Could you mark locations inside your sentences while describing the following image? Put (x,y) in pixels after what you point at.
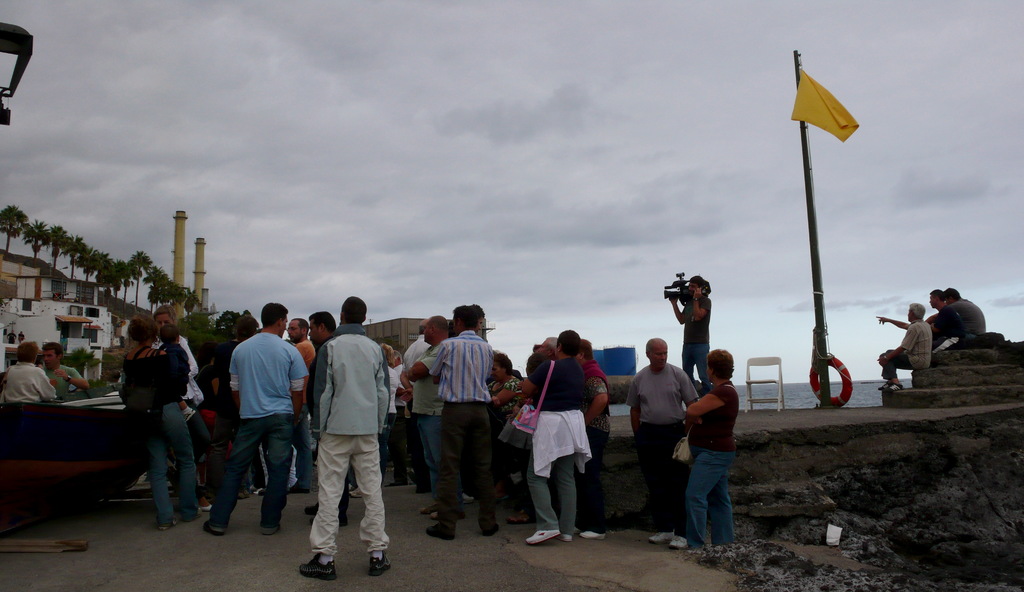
In this picture we can see there are groups of people (317,338) standing and some people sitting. On the right side of the people (712,351) there is a chair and a pole (807,138) with a flag (805,104). On the left side of the people (55,372) there are trees (174,293), buildings (65,300) and a sky (191,230).
